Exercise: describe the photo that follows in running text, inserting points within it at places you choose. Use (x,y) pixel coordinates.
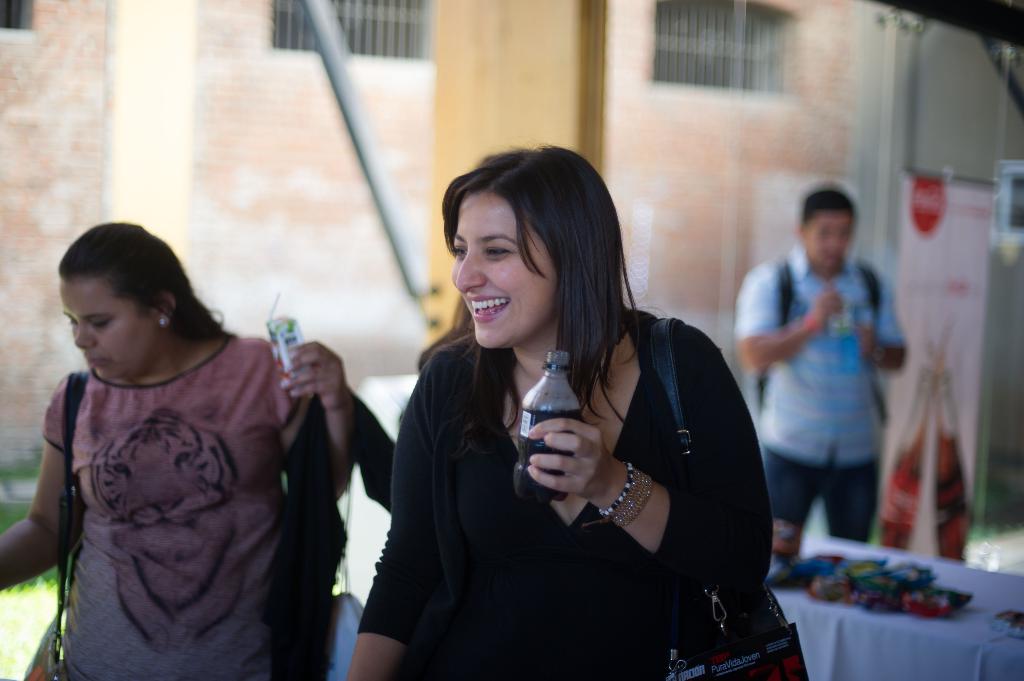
In the center of the image (573,263) we can see a lady (599,373) is standing and wearing a black dress (416,661) and carrying a bag (711,598) and holding a bottle (533,450). On the left side of the image (151,287) we can see a lady (250,392) is standing and wearing a dress (183,541), bag (57,679) and holding an object (279,365). On the right side of the image (920,498) we can see the boards (925,271), table (977,650) and a man (831,393) is standing and wearing a dress (831,336), bag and holding an object (844,342). On the table (832,623) we can see some objects (799,545). In the background of the image (33,169) we can see the wall (380,121), door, windows (703,1), rod (395,239).
